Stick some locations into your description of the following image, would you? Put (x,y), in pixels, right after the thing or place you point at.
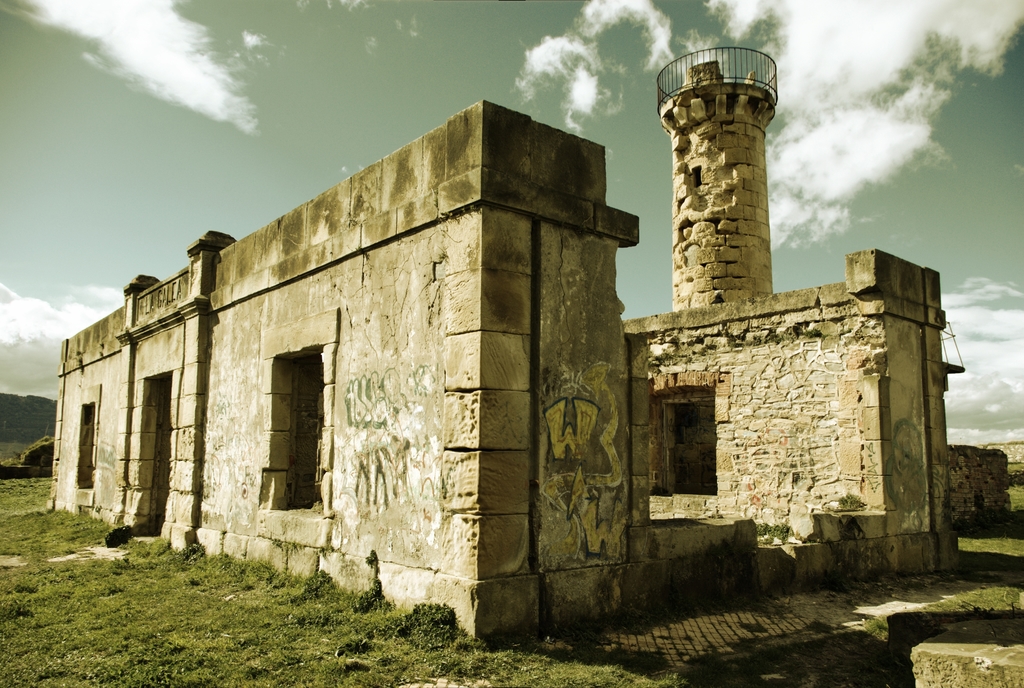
This picture shows monument (663,473) and we see grass (244,629) on the ground (807,604) and a cloudy sky (415,97).
